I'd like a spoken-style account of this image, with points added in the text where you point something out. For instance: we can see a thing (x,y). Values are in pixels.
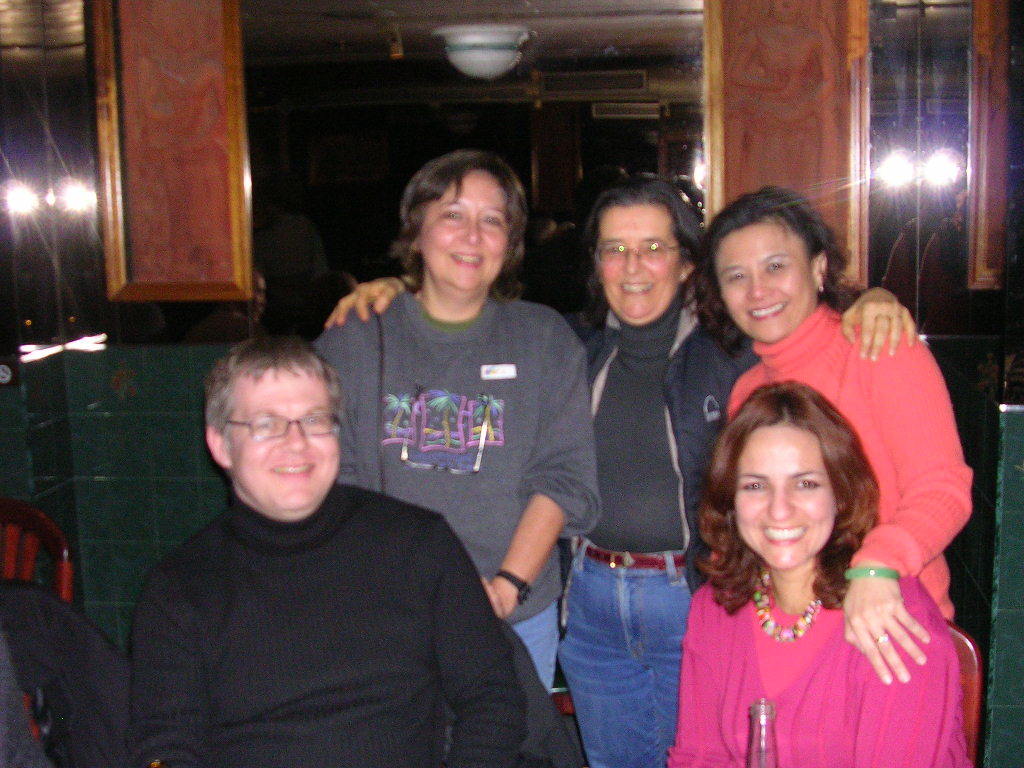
This is the picture of a room (979,316). In this image there are three persons (888,397) standing and smiling. There are two persons (440,637) sitting and smiling and there is a bottle (757,720) in the foreground (780,703). At the back (28,531) there is a chair (9,535) and there are lights (462,44).
